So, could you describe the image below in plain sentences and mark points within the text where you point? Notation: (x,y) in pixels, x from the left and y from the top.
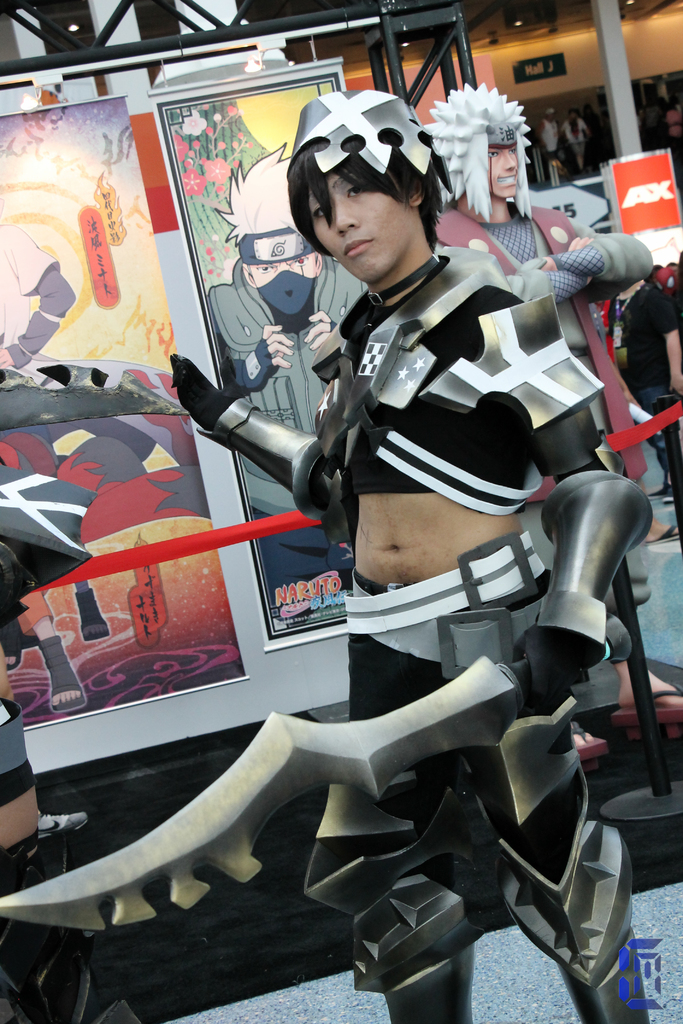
In this image there is a person (445,483) dressed as a combat warrior (362,477). Behind the person (501,332) there are posters (35,173), mannequins (611,262). In the background of the image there are a few people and metal rods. At the bottom of the image (651,984) there is a logo (641,974).
